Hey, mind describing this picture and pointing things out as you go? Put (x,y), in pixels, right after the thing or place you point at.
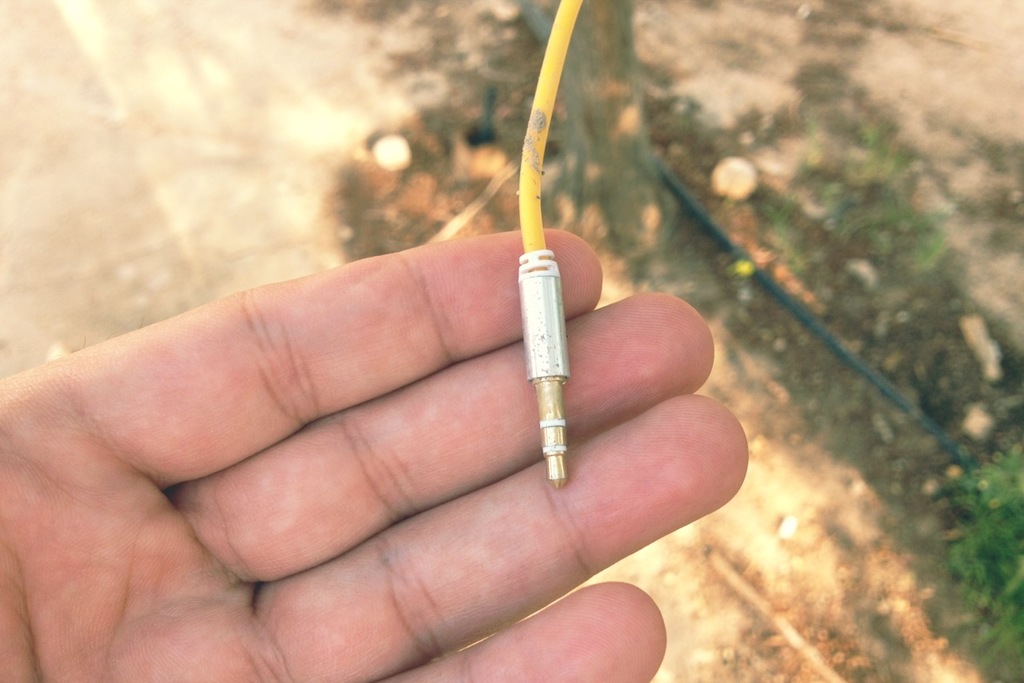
On the left side of the image (202,499) I can see a person's hand (283,447) holding a wire (544,252). At the bottom of the image (830,552) I can see the ground (797,566) and some plants (1001,508).
